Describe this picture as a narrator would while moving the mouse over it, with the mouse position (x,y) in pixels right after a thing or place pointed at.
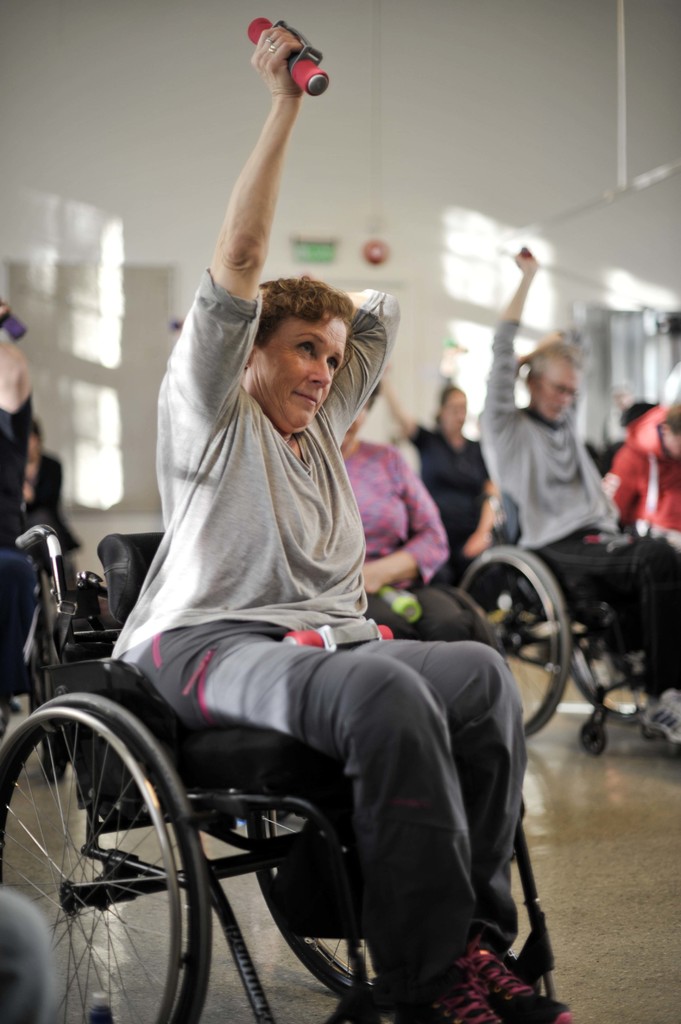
In this image I can see people (209,593) are sitting on wheelchair (138,548). I can also see she is holding a red colour thing (254,25) and I can see this image is little bit blurry from background (13,354).
